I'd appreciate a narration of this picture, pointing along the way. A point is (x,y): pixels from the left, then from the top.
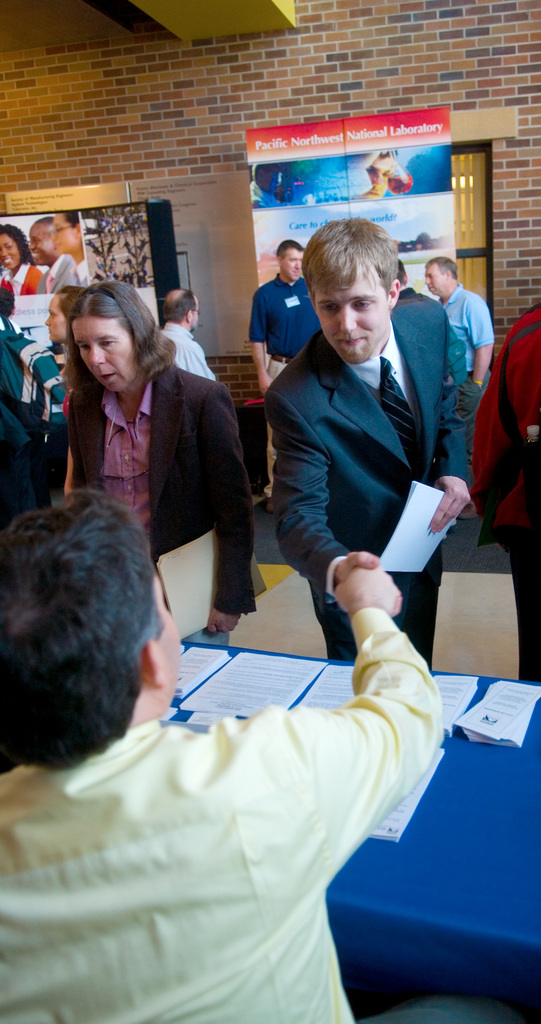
Here I can see a man (217,949) sitting in front of the table (462,910) which is covered with a blue color cloth (432,896). On the table (299,701) I can see some papers (241,701). On the other side of this table (231,657) there are few people (185,460) standing by holding the papers (210,565) in their hands (432,532). These two men (325,573) are shaking their hands (349,564) by looking at each other. In the background (137,240), I can see a screen (100,264) and a banner (327,167) are attached to the wall (140,114).
